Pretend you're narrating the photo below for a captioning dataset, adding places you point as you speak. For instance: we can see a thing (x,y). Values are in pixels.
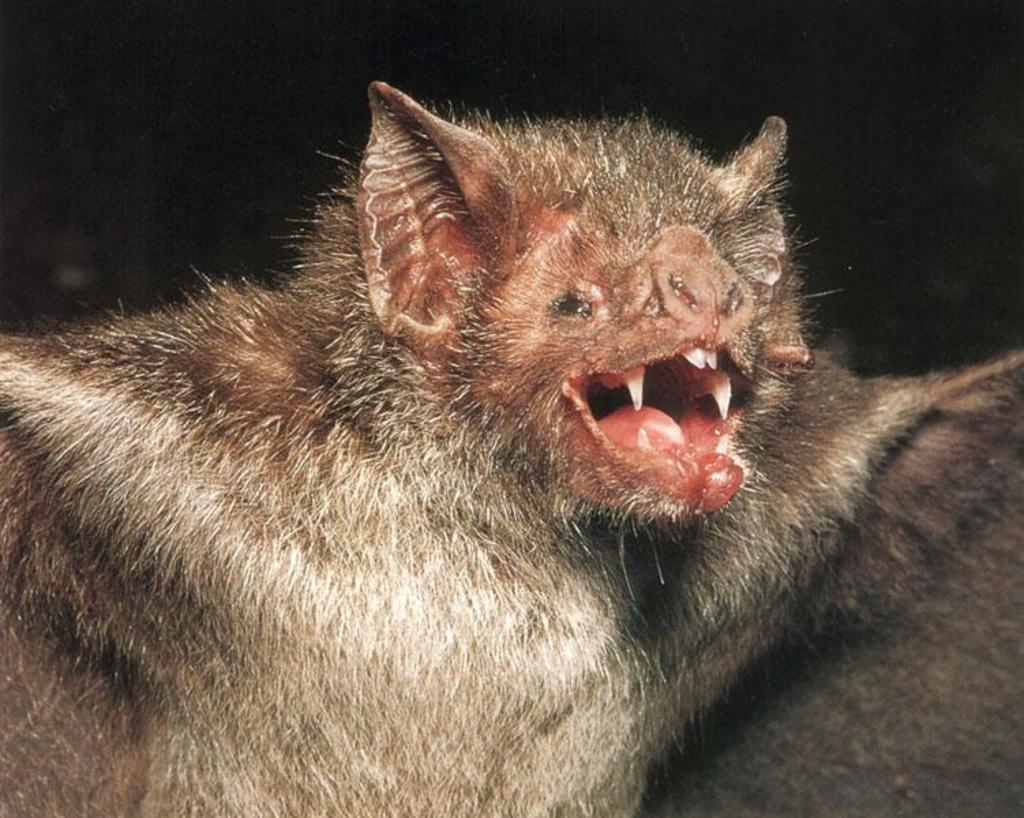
In this image there is a bat (563,511) which opened its mouth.
